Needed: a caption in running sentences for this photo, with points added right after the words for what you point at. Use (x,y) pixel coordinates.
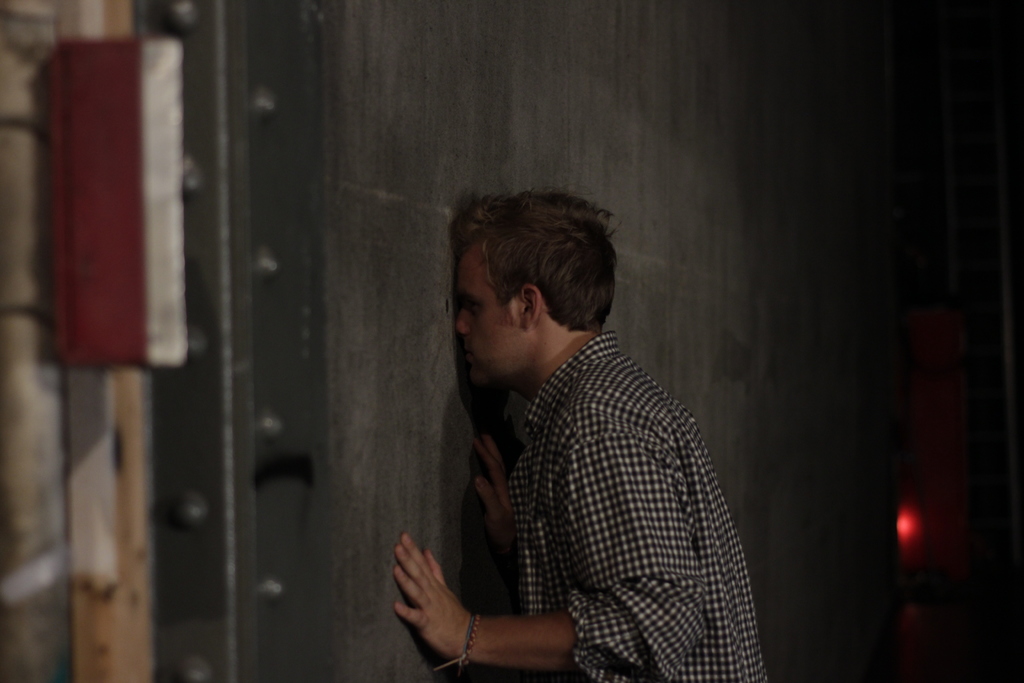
In this image we can see a person (652,547) wearing shirt (739,635) is standing near the wall (692,171). This part of the image is slightly blurred and the part of the image is dark.
